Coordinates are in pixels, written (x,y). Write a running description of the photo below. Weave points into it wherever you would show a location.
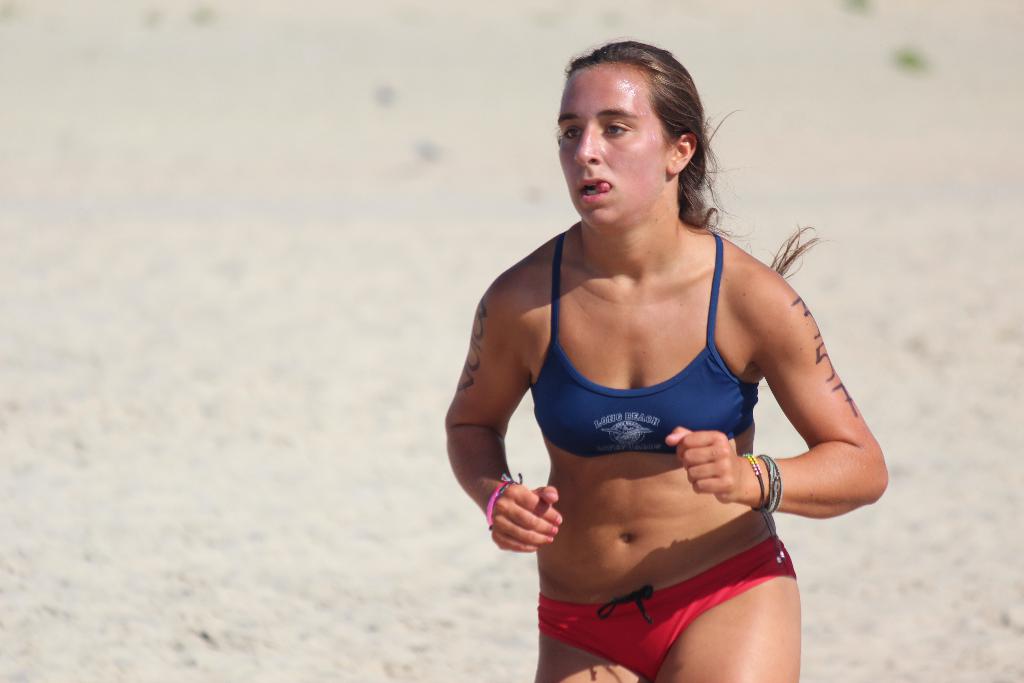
There is one woman (603,380) running as we can see in the middle of this image (667,444) and there is a ground (343,411) in the background (275,477).
